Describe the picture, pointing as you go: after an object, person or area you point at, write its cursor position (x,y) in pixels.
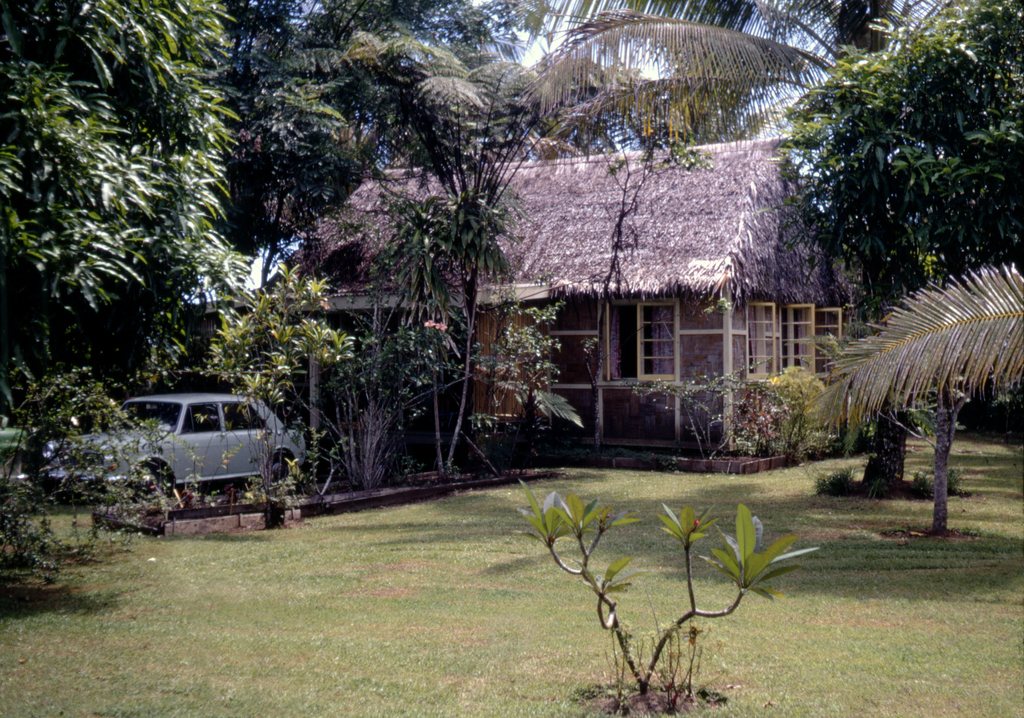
In this image I can see the ground (388,627), a plant (613,585) which is green in color, a car (177,472) which is white in color and a hut (647,252). I can see few windows (637,308) of the hut (585,319) and I can see the sky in the background (566,18).
